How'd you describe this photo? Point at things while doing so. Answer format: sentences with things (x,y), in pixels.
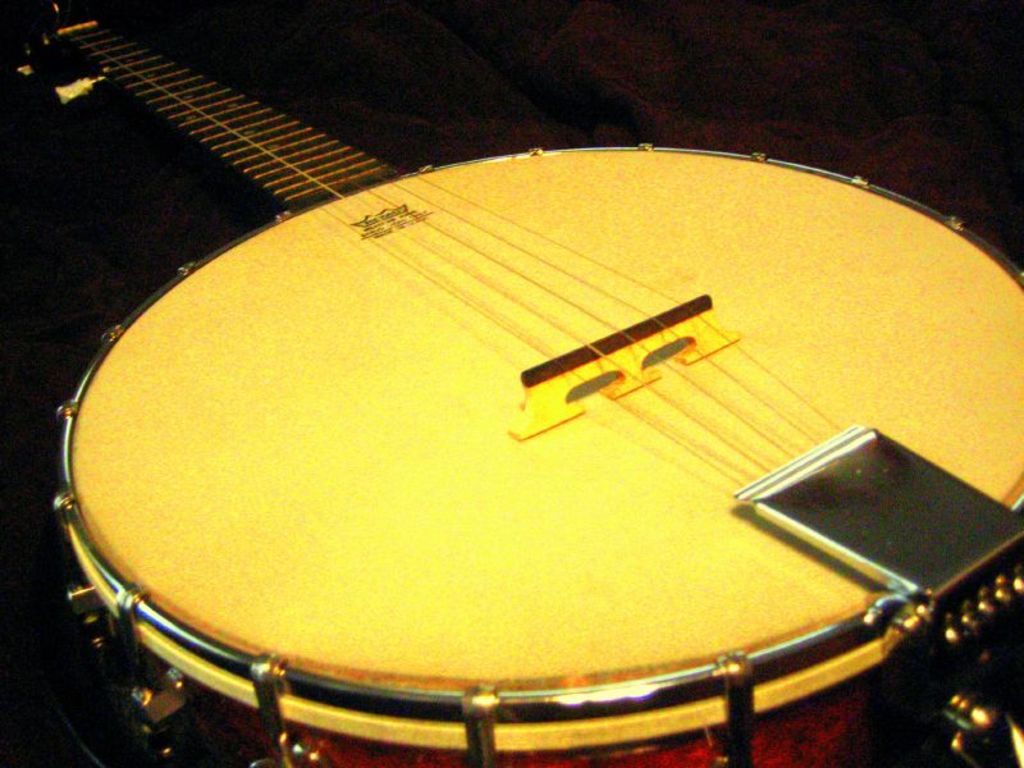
In this image, we can see a musical instrument (541,289).
